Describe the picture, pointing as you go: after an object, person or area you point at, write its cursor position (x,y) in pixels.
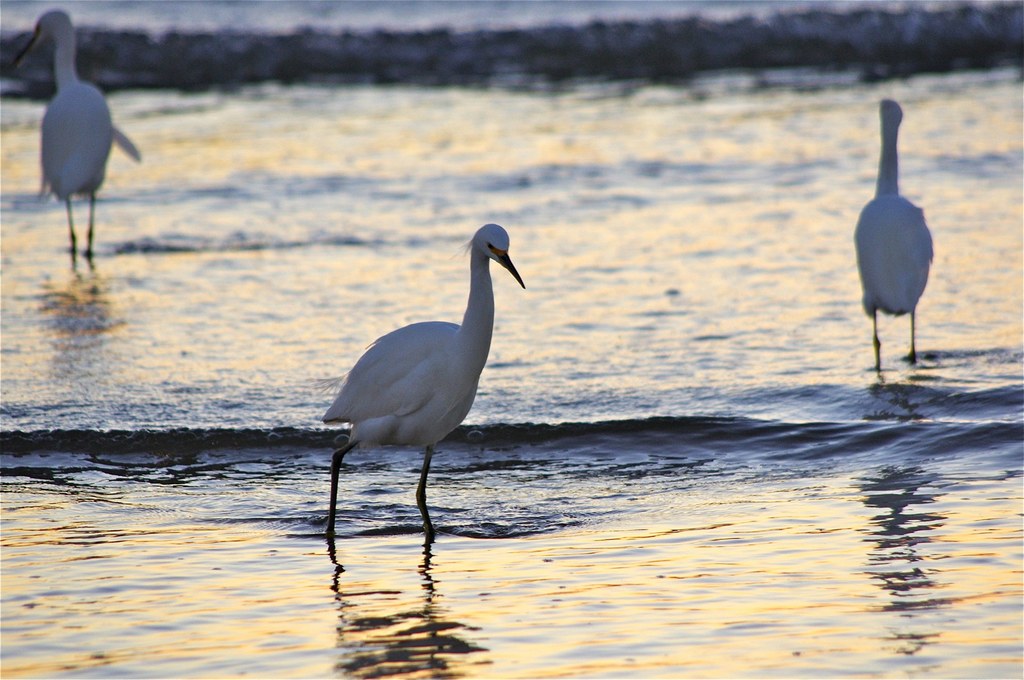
There are cranes (81,112) are standing on the surface of water (564,406).
